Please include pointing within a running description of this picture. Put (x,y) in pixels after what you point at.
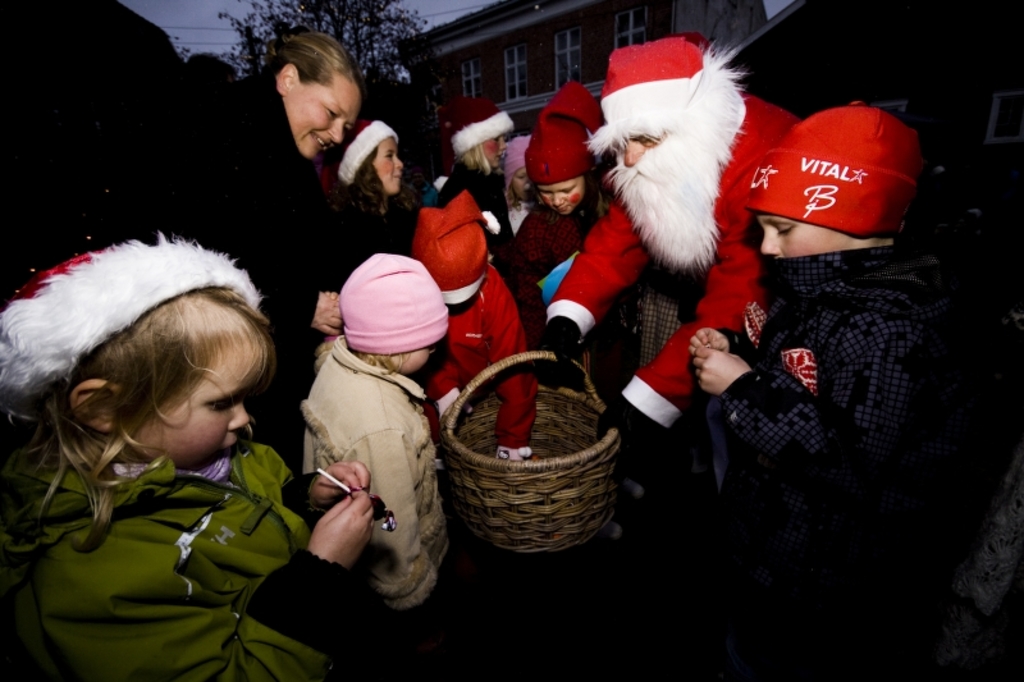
In this image we can see there are few people (325,348) standing, one of them is holding a basket (541,422). In the background (473,68) there is a building (460,83) and sky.
